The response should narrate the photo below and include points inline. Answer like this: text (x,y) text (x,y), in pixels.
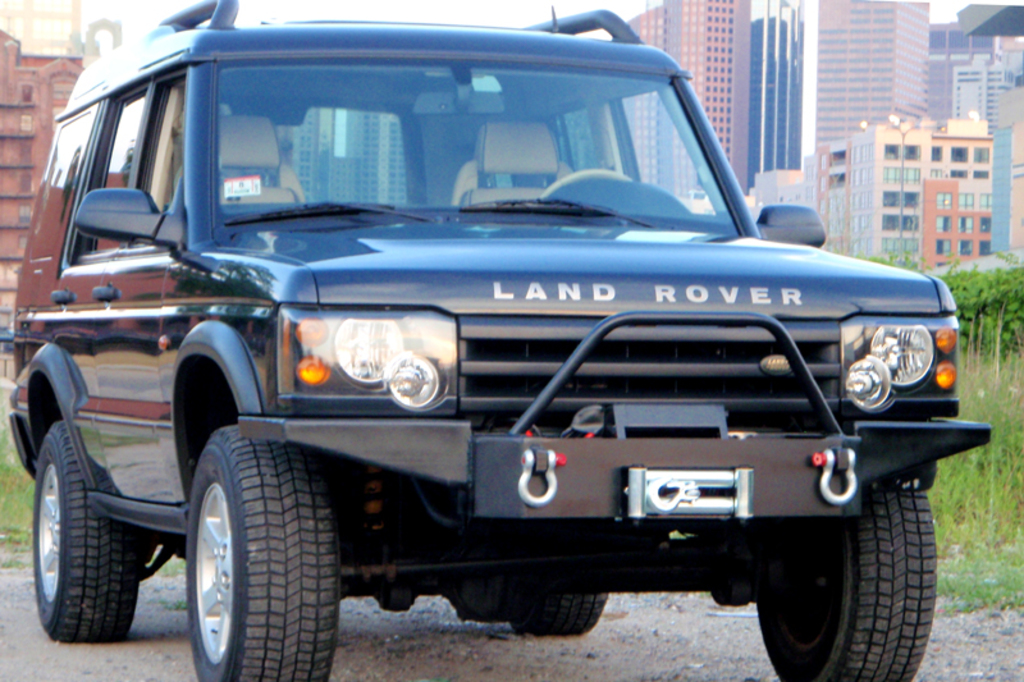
In this picture there is a vehicle (402,596) on the road (698,654) and there is a text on the vehicle (528,343). At the back (856,139) there are buildings (908,60) and trees (979,292). At the top (456,11) there is sky (423,9). At the bottom (630,637) there is a road (664,632) and there is grass (994,437).
